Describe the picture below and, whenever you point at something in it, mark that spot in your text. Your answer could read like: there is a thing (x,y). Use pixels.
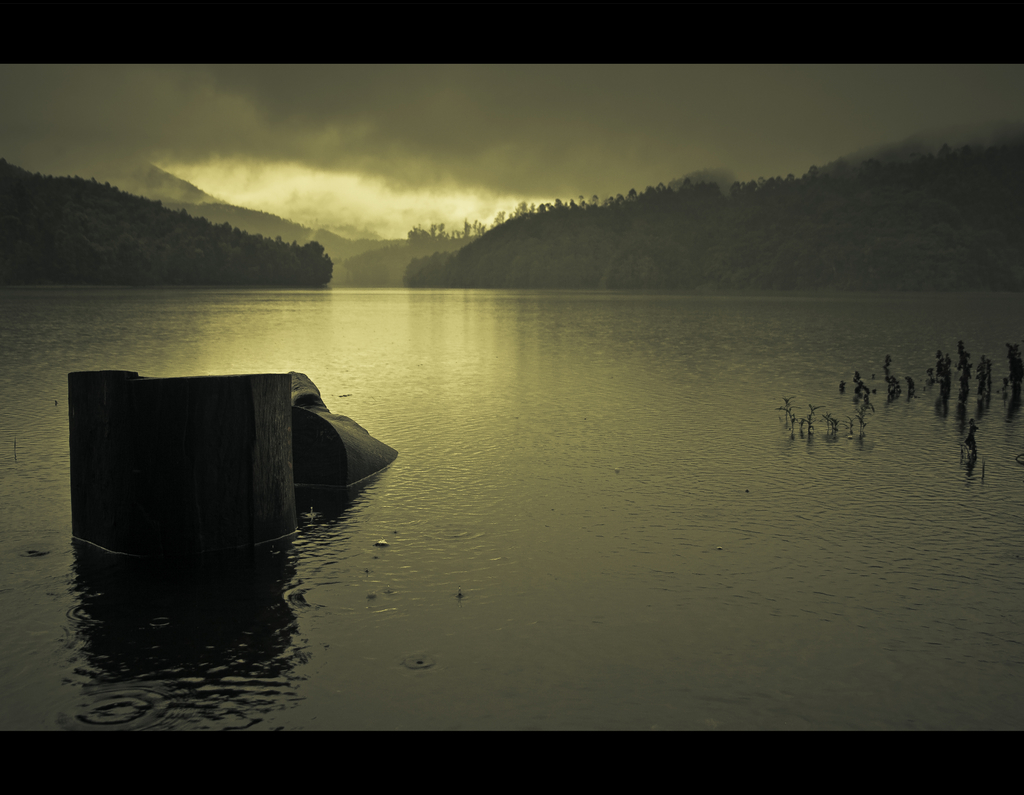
In this image we can see few trees (602,266), mountains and the water (328,538), in the water (66,472), it looks like the wall (247,413), in the background (370,153) we can see the sky (479,172) with clouds (557,157).
